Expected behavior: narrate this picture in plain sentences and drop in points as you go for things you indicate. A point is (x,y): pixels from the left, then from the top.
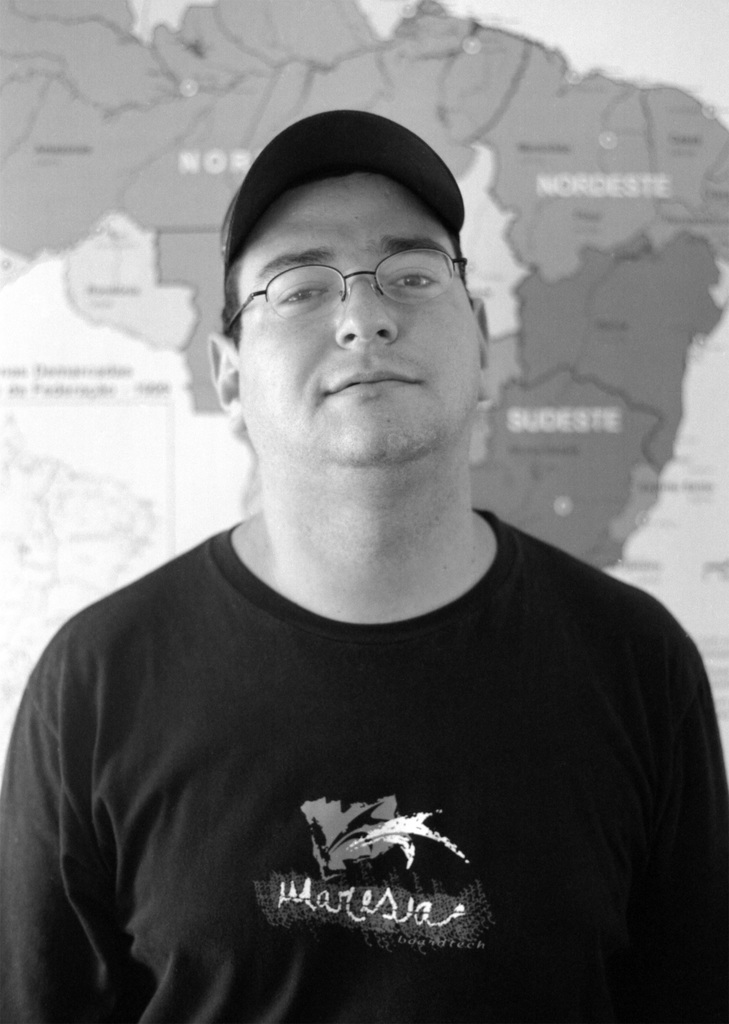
In the center of the image (357,670) a man (309,586) is standing and wearing spectacles (401,251) and hat (382,143). In the background of the image (528,314) we can see a map (467,128) is there.
